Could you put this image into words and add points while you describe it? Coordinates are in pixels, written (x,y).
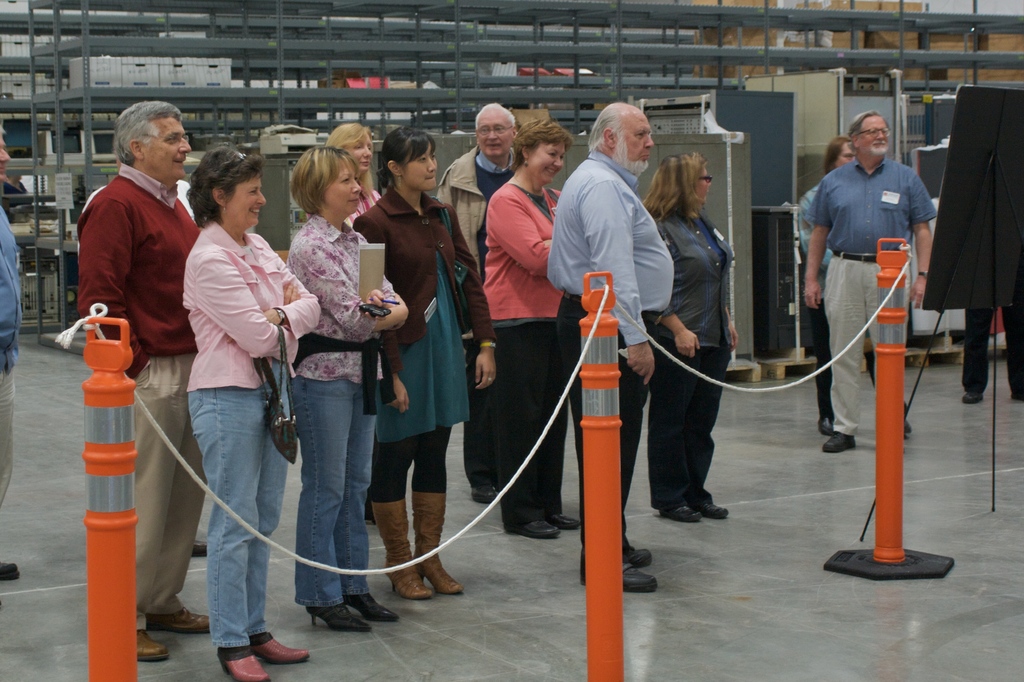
In this image in the front (105,453) there is a fence (107,483). In the center (373,296) there are persons (390,213) standing and smiling. In the background (346,89) there are stands (682,40) and on the right side (961,177) there is a board (969,214) which is on the stand (995,318).
